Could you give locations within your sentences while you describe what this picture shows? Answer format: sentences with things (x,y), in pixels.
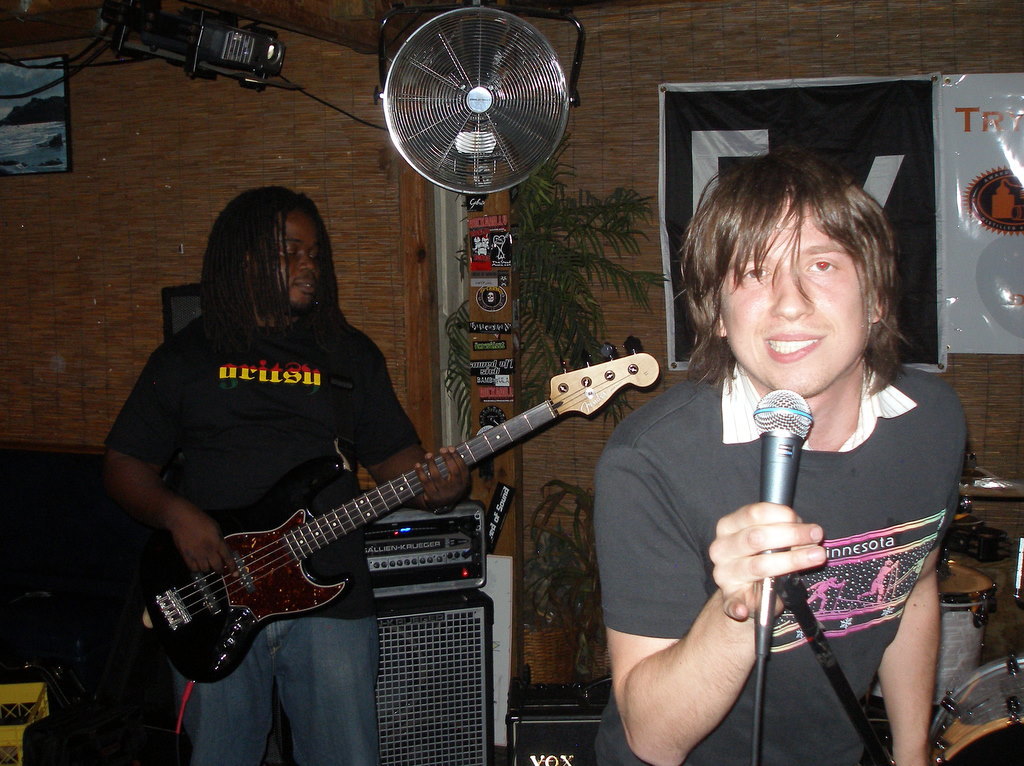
In this image I can see a person (819,543) wearing black color dress (838,521) is standing and holding a microphone (762,487) and another person (299,452) wearing black t shirt (299,439) and blue jeans (341,710) is standing and holding a guitar (324,482) in his hand (430,477). In the background (467,606) I can see few musical instruments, few equipment (446,549), a fan (480,85), the brown colored wall (227,167), few wires (61,57), a photo frame (61,57) attached to the wall (90,148), a tree (535,209) and few banners (863,122).
